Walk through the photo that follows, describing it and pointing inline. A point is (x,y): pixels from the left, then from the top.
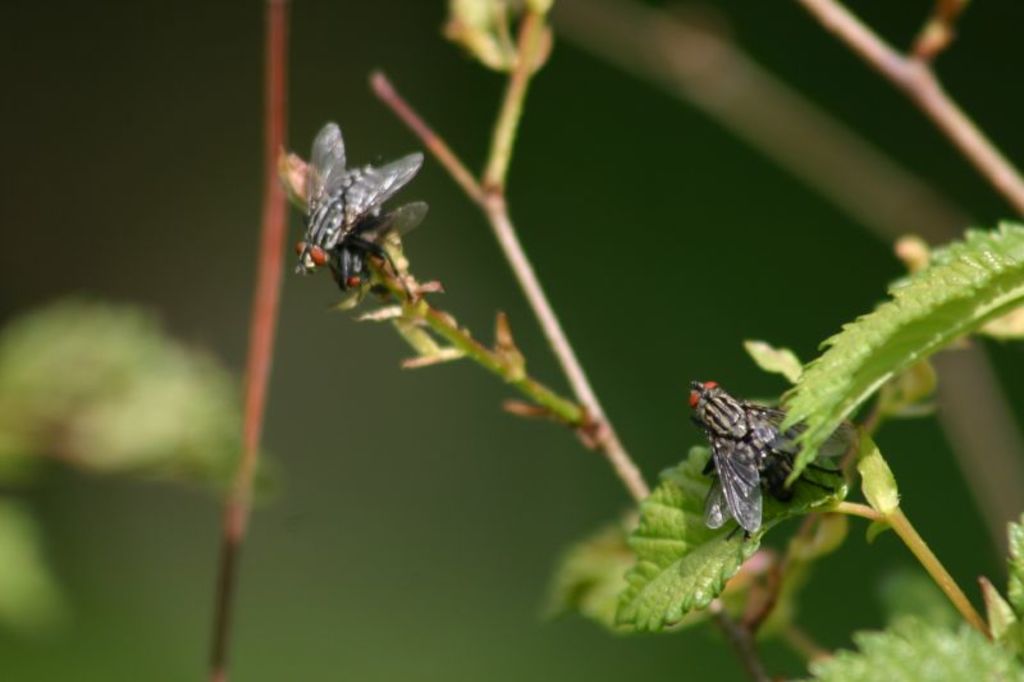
In this image we can see flies (709,429) on the plant (771,514).
